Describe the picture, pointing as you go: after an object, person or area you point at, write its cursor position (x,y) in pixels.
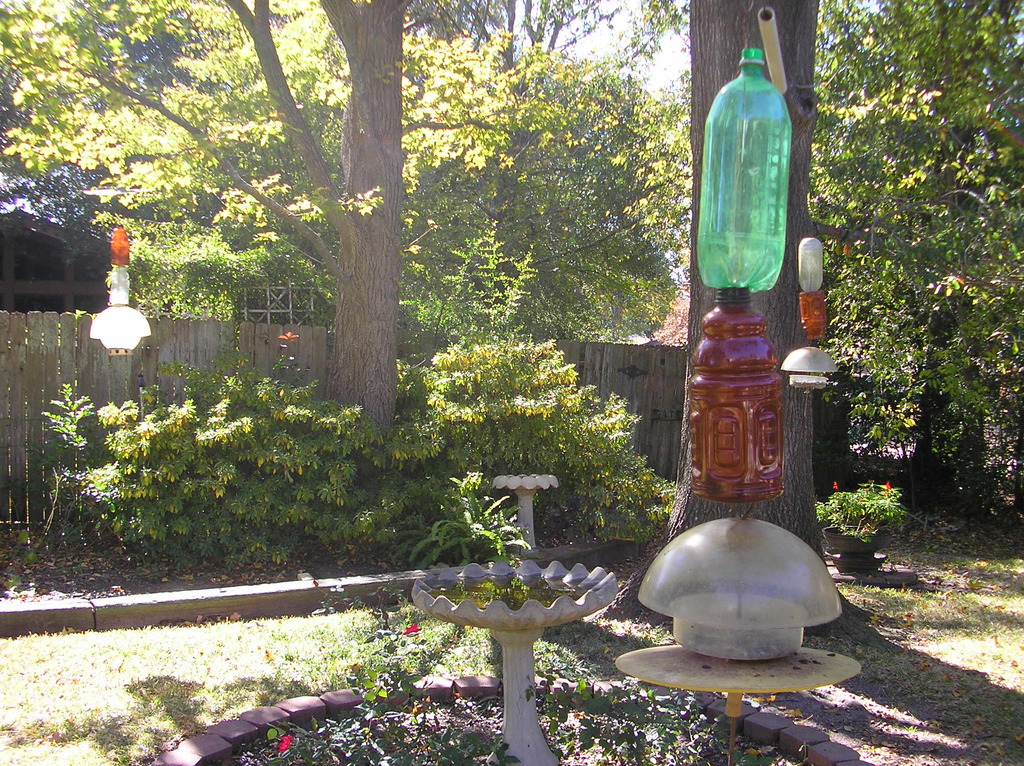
In this image bottles (733,283) are hanged to a tree (764,313), in the middle (601,463) there is a fountain (518,608), plants (392,705), in the background (372,328) there are trees (374,350) and a wooden fencing (654,419).
